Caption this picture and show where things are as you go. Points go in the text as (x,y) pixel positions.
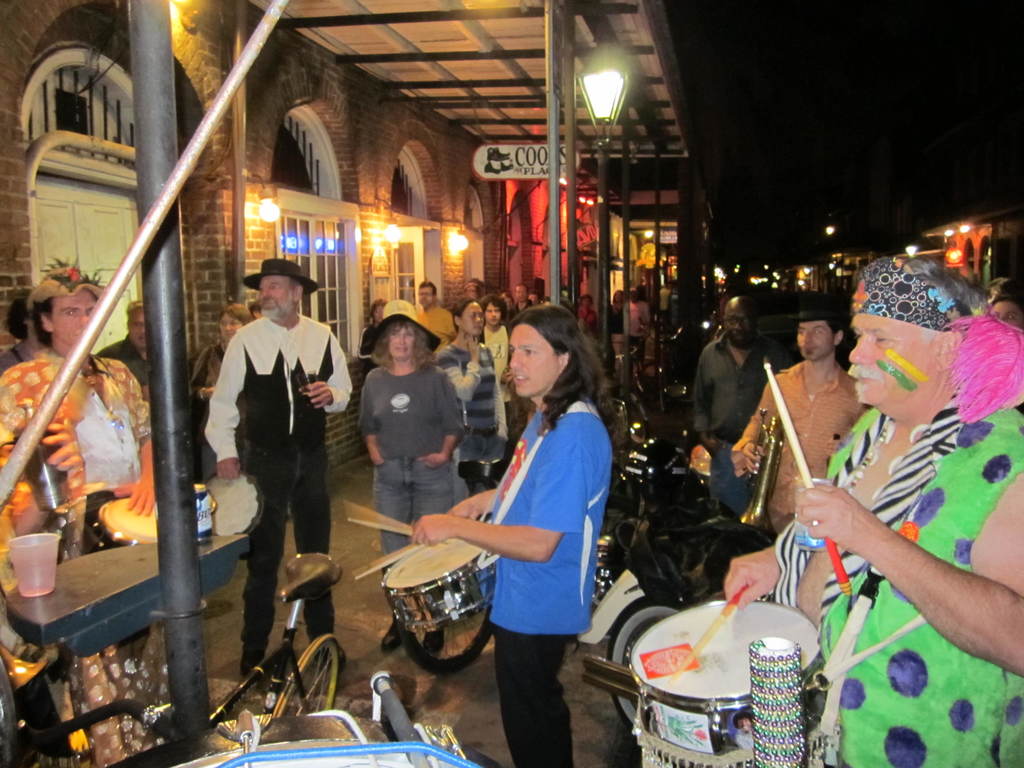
In this image I can see group of people (435,394) standing. Among them two people (513,629) are playing musical instrument (660,656) and one person (821,390) is holding trumpet (760,503). In the background (255,121) there is a building (404,229) with window (304,228). I can also see the sign board (518,160) and the lamp (599,117).
